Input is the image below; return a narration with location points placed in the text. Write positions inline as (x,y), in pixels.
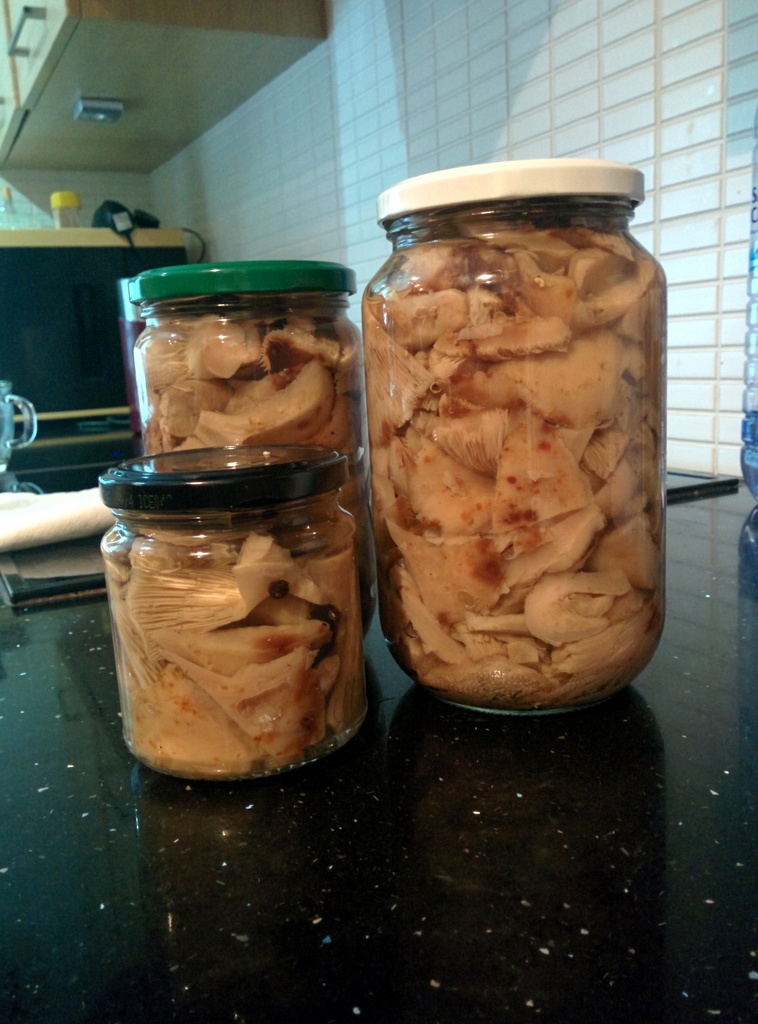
In this picture I can see three jars (266,615) on a platform (579,874). Inside the jars (380,344) there is a food (383,385). In the background (106,79) we can see a wall (565,28), cupboard (23,23) and things (68,381).
